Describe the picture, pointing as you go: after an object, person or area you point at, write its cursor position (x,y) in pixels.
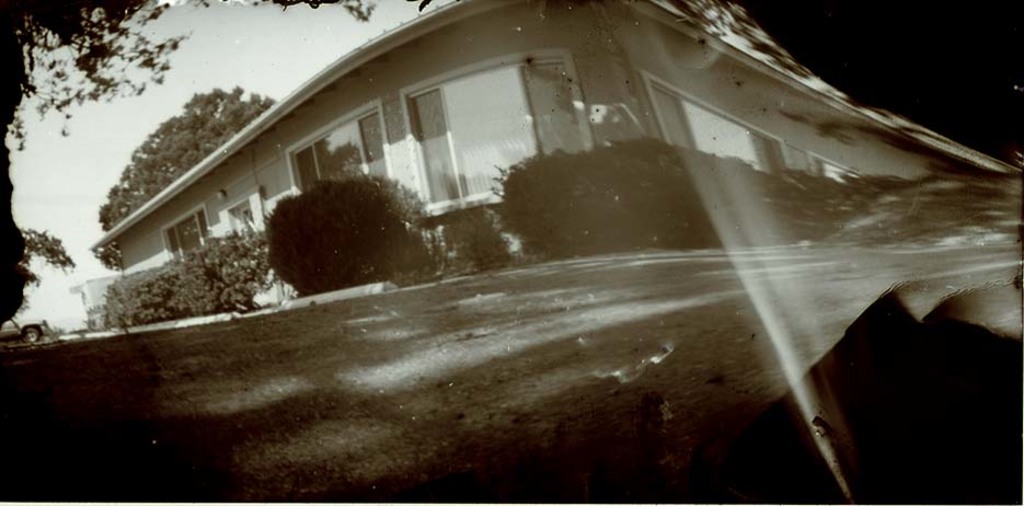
This is an edited image, we can see plants (528,189) a house (382,175) and a vehicle (28,326) on the path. Behind the house (193,216) there is a tree (178,139) and the sky (188,80).
